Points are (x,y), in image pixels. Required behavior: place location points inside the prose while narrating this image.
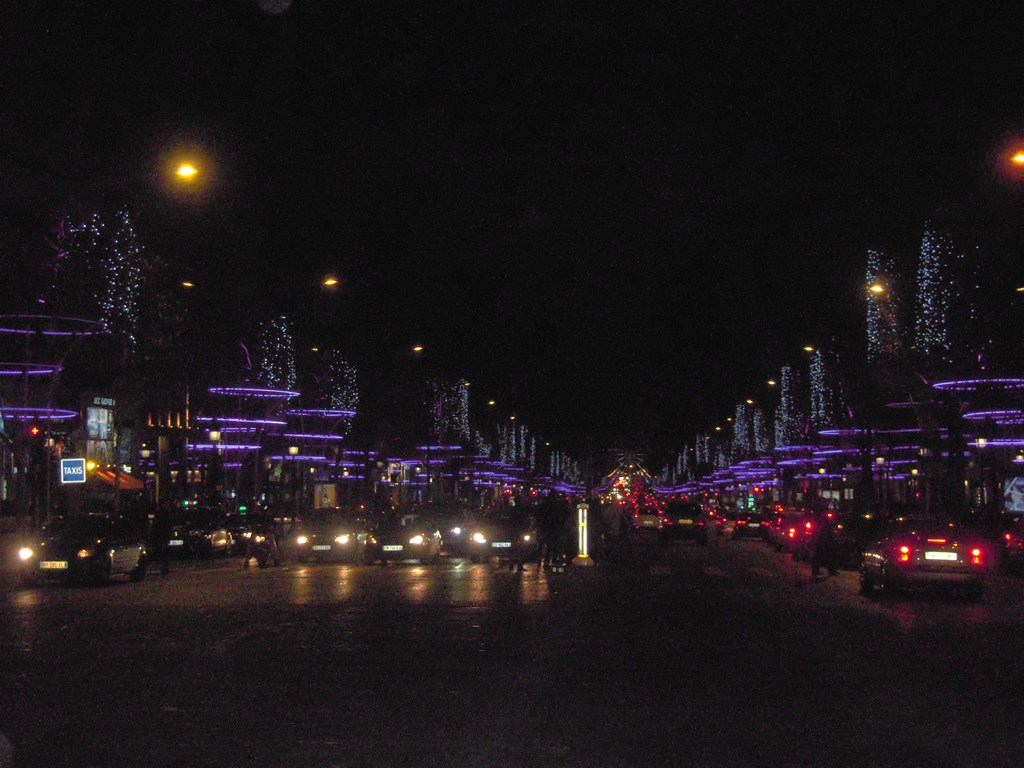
This picture is clicked outside. In the center (651,507) we can see the group of vehicles (668,520), lights (786,379) and many other objects (514,465). The background of the image (910,120) is very dark.
